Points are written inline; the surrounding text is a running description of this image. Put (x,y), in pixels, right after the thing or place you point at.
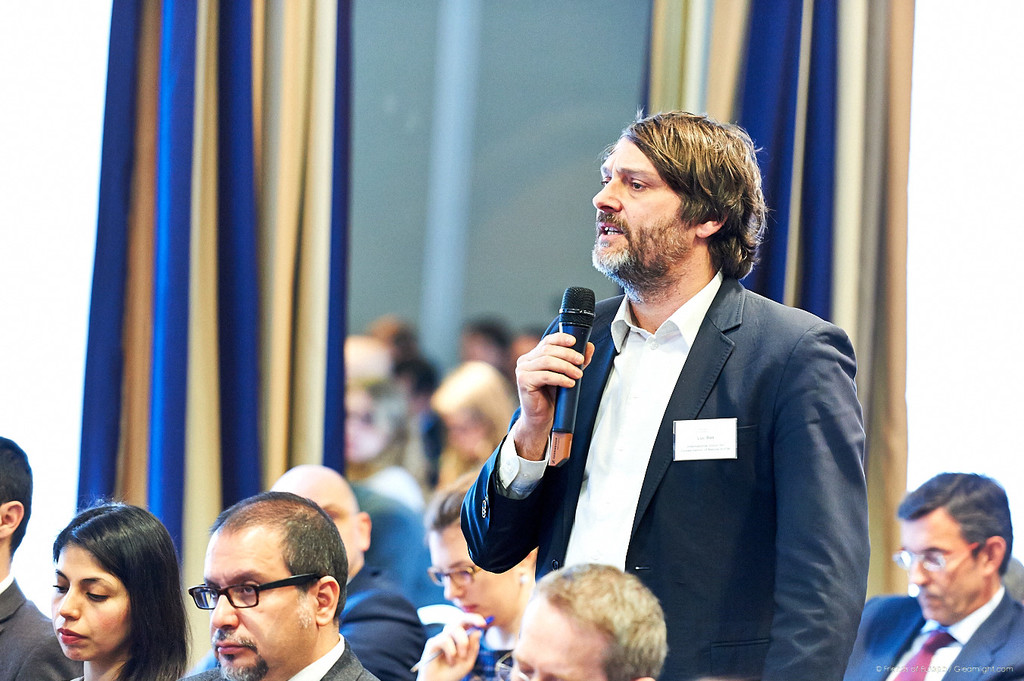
There is a man (599,262) who is talking on the mike (567,332). He is in black suit (738,469). Here we can see some persons (540,609). There is a curtain (121,293) and this is wall (59,127).
